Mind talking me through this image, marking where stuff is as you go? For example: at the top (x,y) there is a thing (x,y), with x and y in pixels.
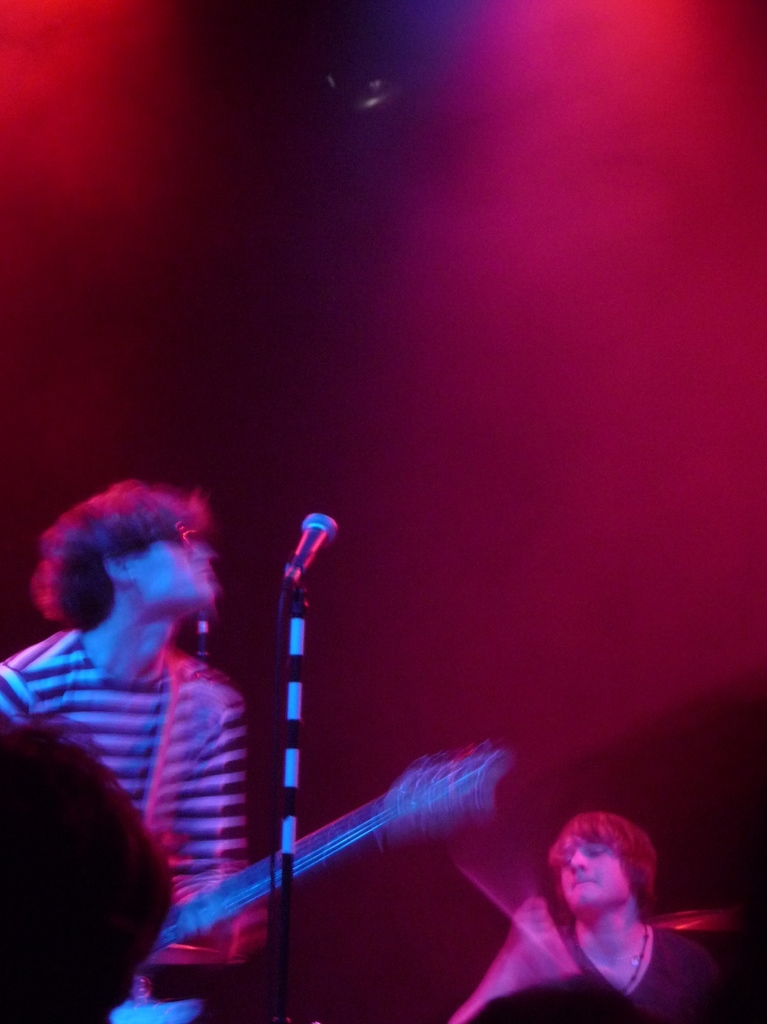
In this image there is a man (196,786) who is holding the guitar (255,887). In front of him there is a mic (294,637). At the top (122,17) there are two lights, Beside him there is another person (588,932). At the bottom (69,866) we can see the head (96,882) of a person (96,882).
